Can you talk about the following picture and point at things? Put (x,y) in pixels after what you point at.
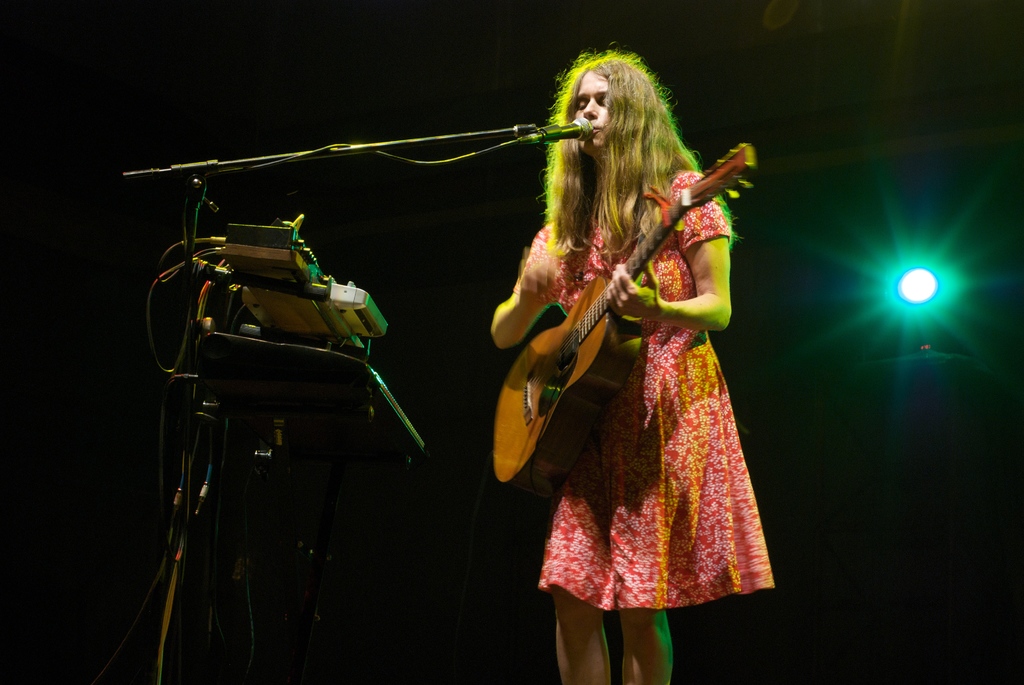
In this image, in the middle (676,455) there is a girl (612,273) she is standing and holding a music instrument (529,379) which is in yellow color, she is singing in the microphone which is in black color, in the left side (330,149) there is a stand (315,393) which is in black color, in the right side (931,287) there is a light (916,289) which is in green color.
